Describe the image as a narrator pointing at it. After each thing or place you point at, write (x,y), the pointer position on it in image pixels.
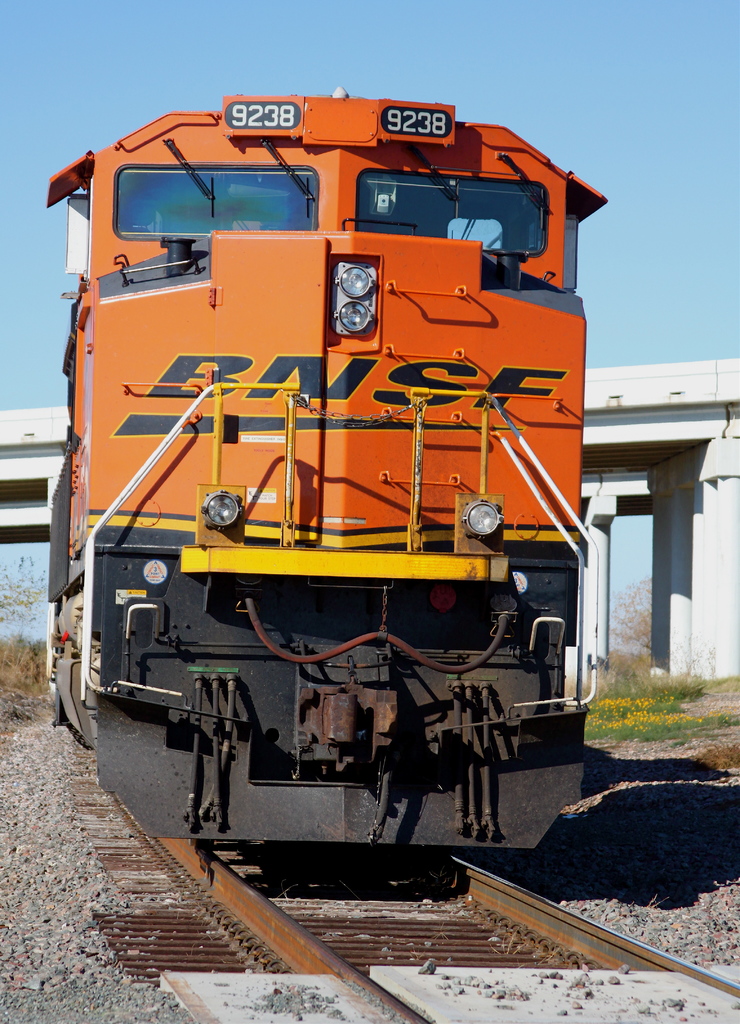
In this picture we can see a train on a railway track (370,952) and in the background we can see a bridge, trees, sky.
